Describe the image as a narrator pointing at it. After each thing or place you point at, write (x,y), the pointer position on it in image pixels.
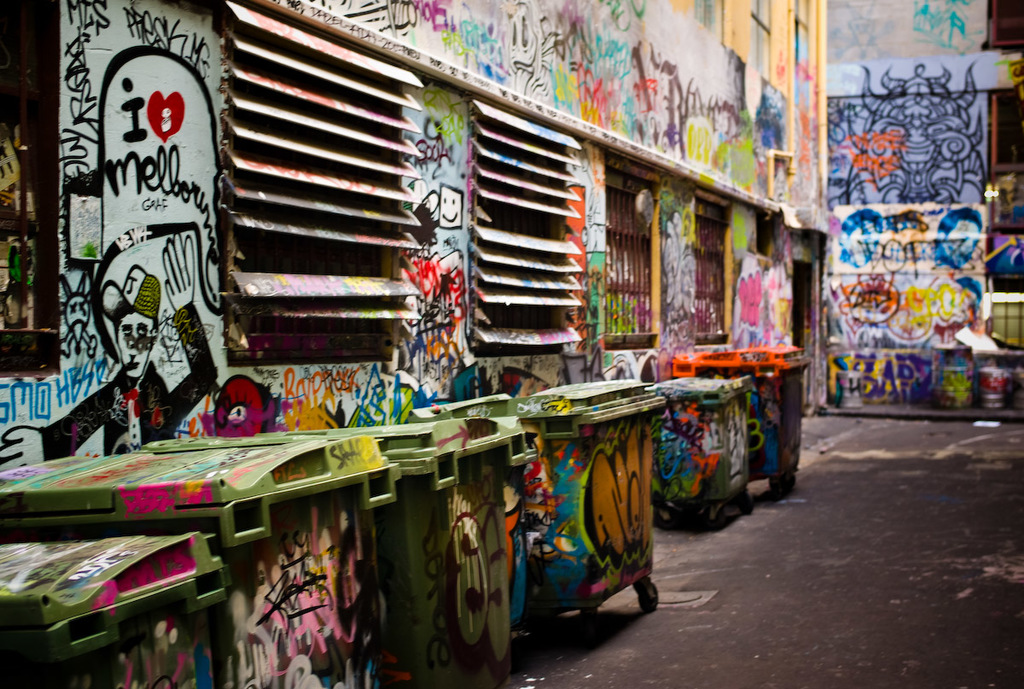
In this image on the left side (229,557) there are some containers (513,533), on the containers (600,497) there is graffiti (635,484) and in the center (349,389) and on the right side (946,157) there is a wall (836,157) and windows (481,198). On the wall (188,301) there is graffiti (594,162) and at the bottom (872,535) there is road (880,528).
